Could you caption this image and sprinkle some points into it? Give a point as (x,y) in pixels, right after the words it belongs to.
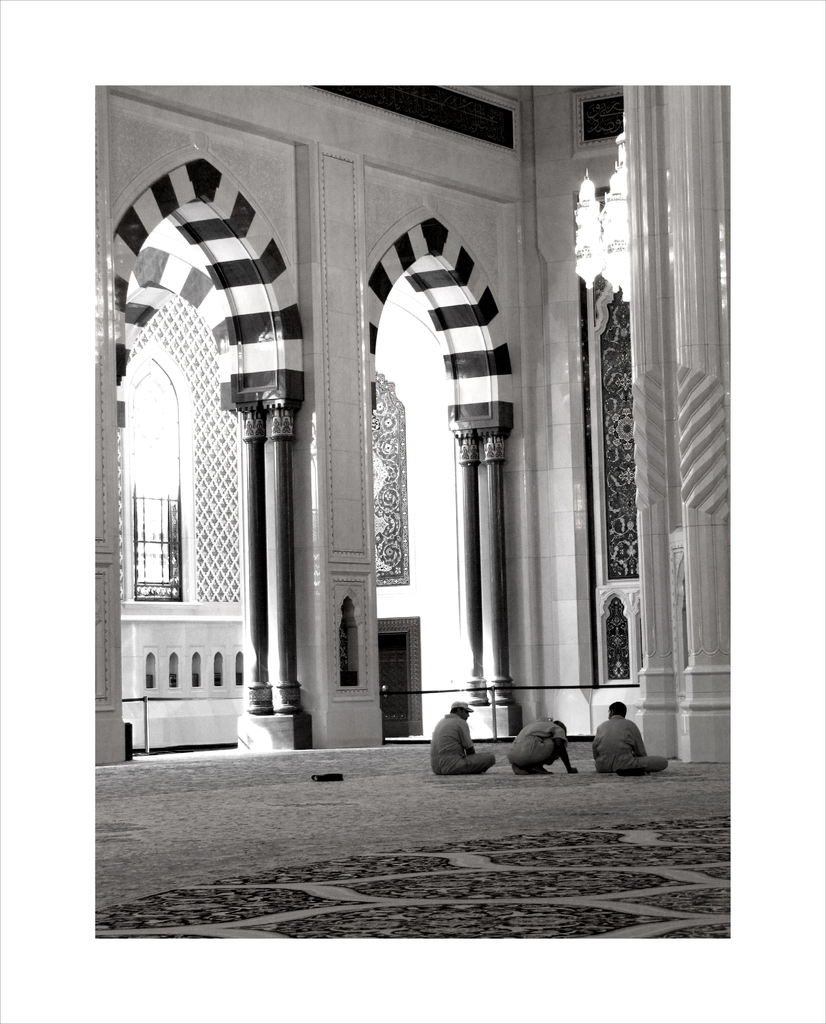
In this black and white picture there are three people (524,750) sitting on the ground (471,819). There is a carpet (335,823) on the ground (326,810). In front of them there is a wall (579,520). To the left (205,246) there are arches (249,337). To the right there is a pillar (660,554). Behind the pillar (636,233) there is a chandelier (595,190) to the ceiling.
